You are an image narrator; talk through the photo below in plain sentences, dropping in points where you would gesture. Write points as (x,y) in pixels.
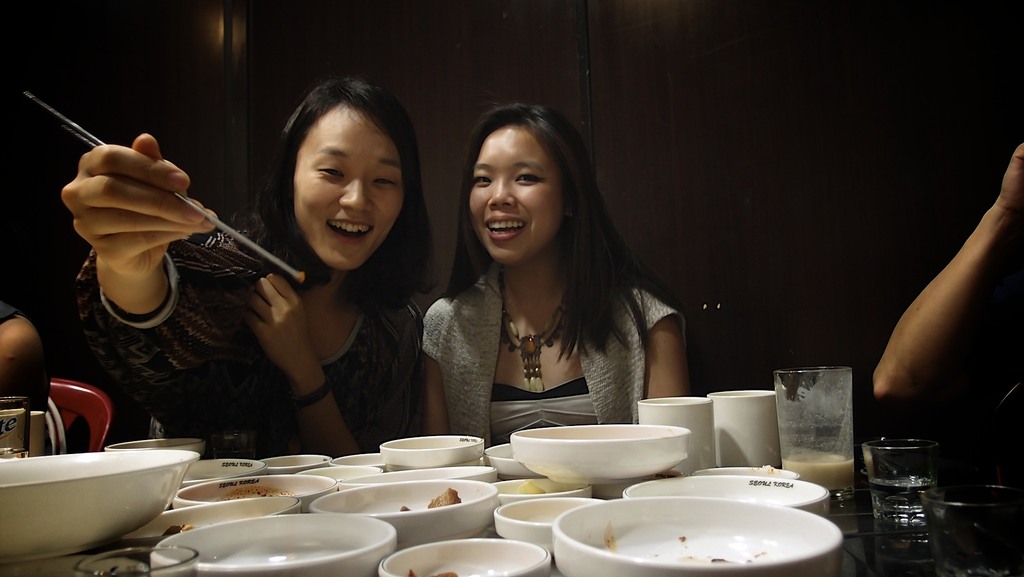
2 people (349,267) are seated. in front of them there is a table (856,525) on which there are many white bowls (508,522) and glasses (899,463). the person (273,388) at the left (261,248) is holding chopsticks (246,240). at the right (900,354) there is a hand (962,286) of another person (950,279).
